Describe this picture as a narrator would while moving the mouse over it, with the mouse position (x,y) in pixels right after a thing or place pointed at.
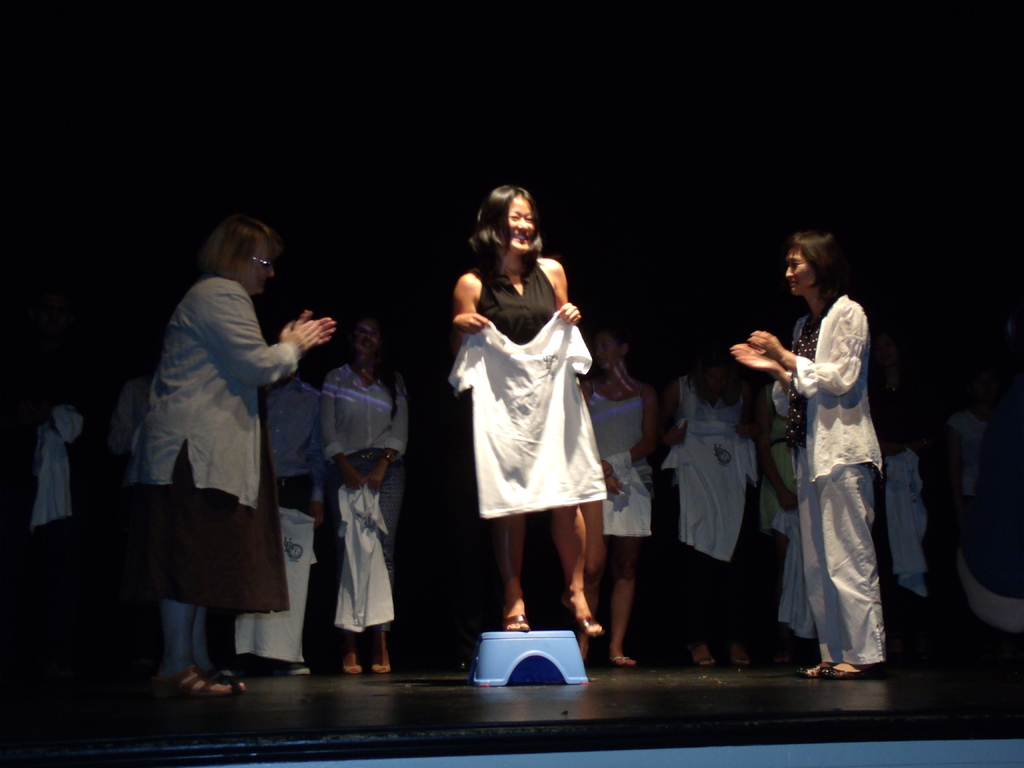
In this picture we can see a group of people (179,468) standing on the stage (418,709) and a woman (518,252) is standing on the stool (507,652) and holding a white t shirt (493,349). Behind the people (67,368) there is a dark background (683,169).
